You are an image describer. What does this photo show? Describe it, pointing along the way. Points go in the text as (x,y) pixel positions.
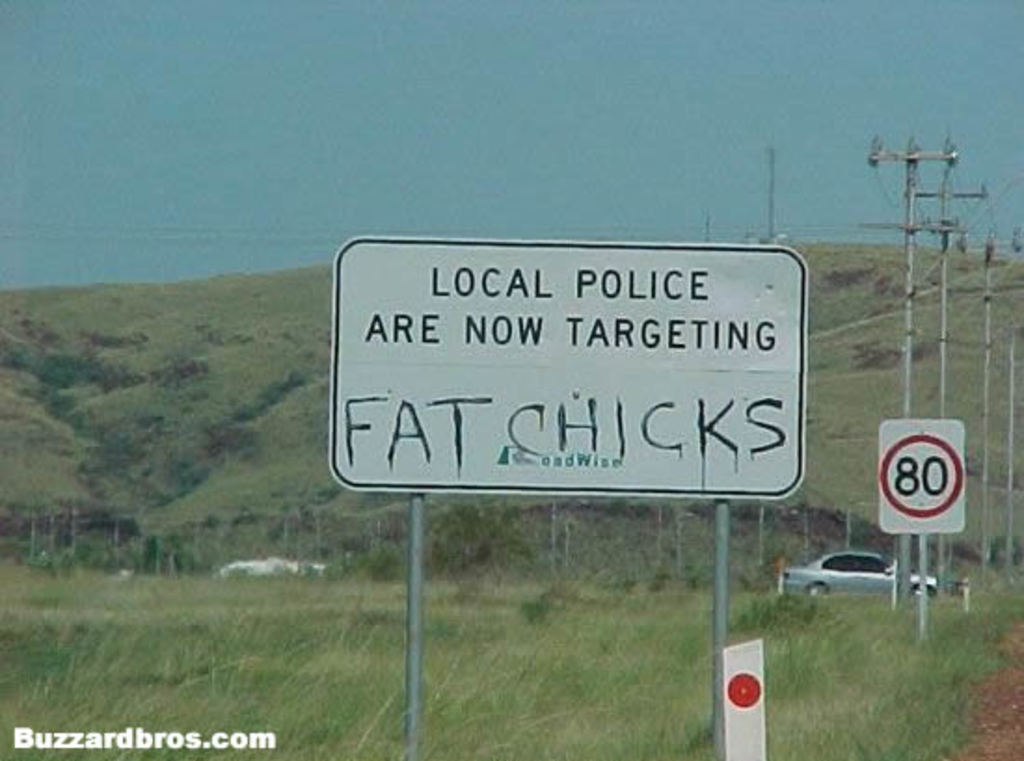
In this image in front there are boards (886,482). There are current poles (941,349). At the bottom of the image (383,653) there is grass (458,639) on the surface (474,635). There are cars (899,572). In the background of the image (240,413) there are trees (61,371) and sky (396,110). There is some text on the left side of the image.
